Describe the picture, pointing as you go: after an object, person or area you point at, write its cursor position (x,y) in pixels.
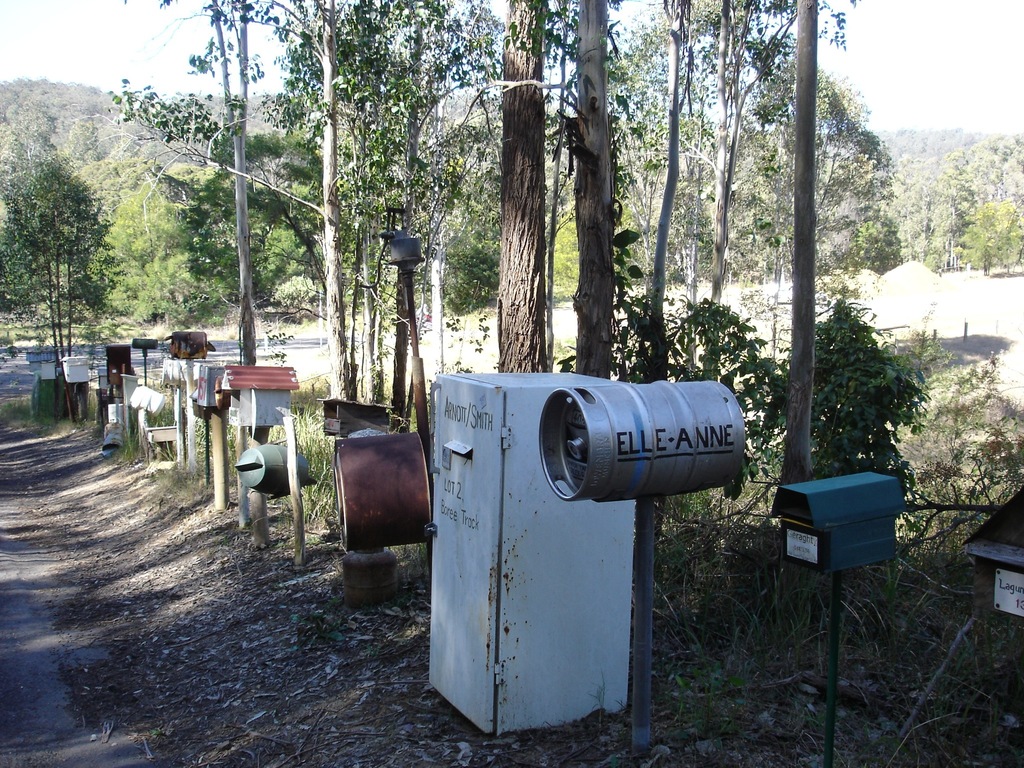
In this image we can see mailboxes (409,454) placed on the ground (34,466). In addition to these we can see shredded leaves (244,559) on the ground (308,584), plants (840,438), trees (438,174) and sky (177,45) in the background (568,71).
